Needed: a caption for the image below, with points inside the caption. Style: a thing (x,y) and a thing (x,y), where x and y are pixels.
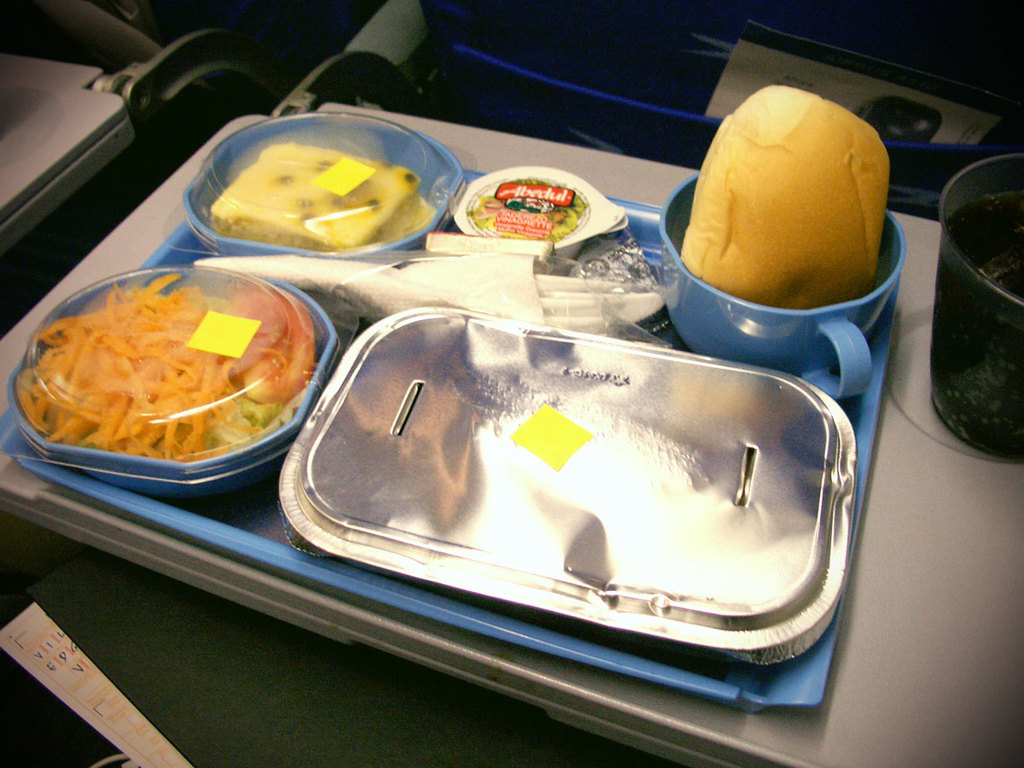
In this image we can see the table (932,549). Here we can see the serving plate (880,364) on the table (881,403). Here we can see packing boxes (369,374) and a cup (791,309) on the serving plate (884,347). Here we can see the bread (310,153) and vegetable salad (260,349) in the boxes (340,144). Here we can see the bun (762,184) in the cup (712,316). Here we can see a glass of juice (974,270) on the table (896,357).
